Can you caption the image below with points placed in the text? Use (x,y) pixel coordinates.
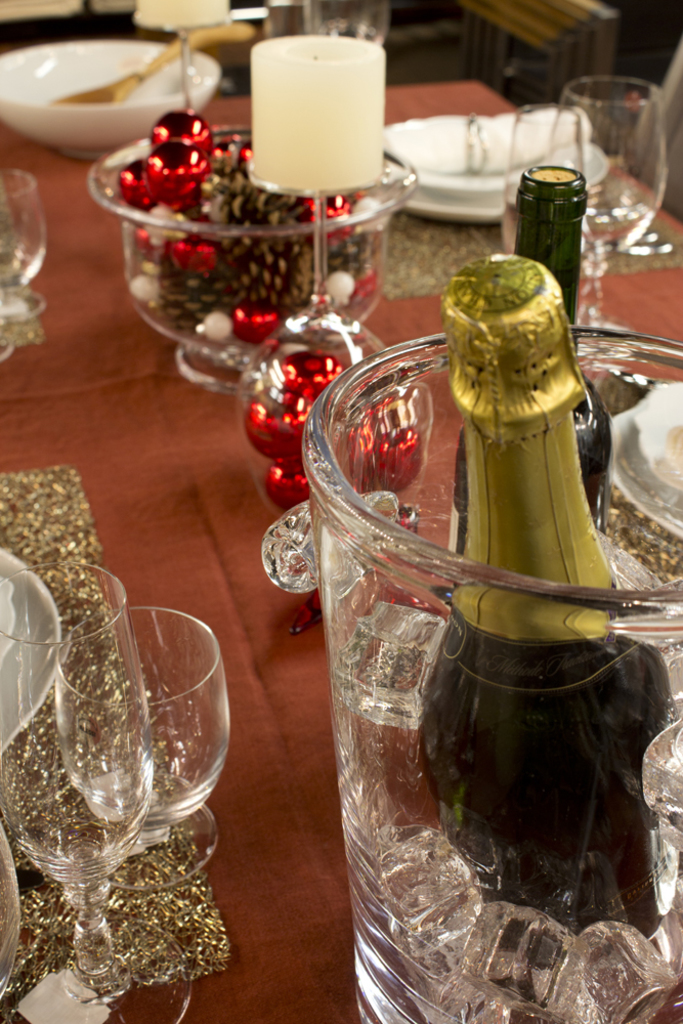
In this picture, there are some glasses (136,702), ornaments (200,194) in the bowl (180,228) on the table (95,441). We can observe a champagne bottle (537,661) placed in ice cubes jar (660,936) on the table (618,510).
